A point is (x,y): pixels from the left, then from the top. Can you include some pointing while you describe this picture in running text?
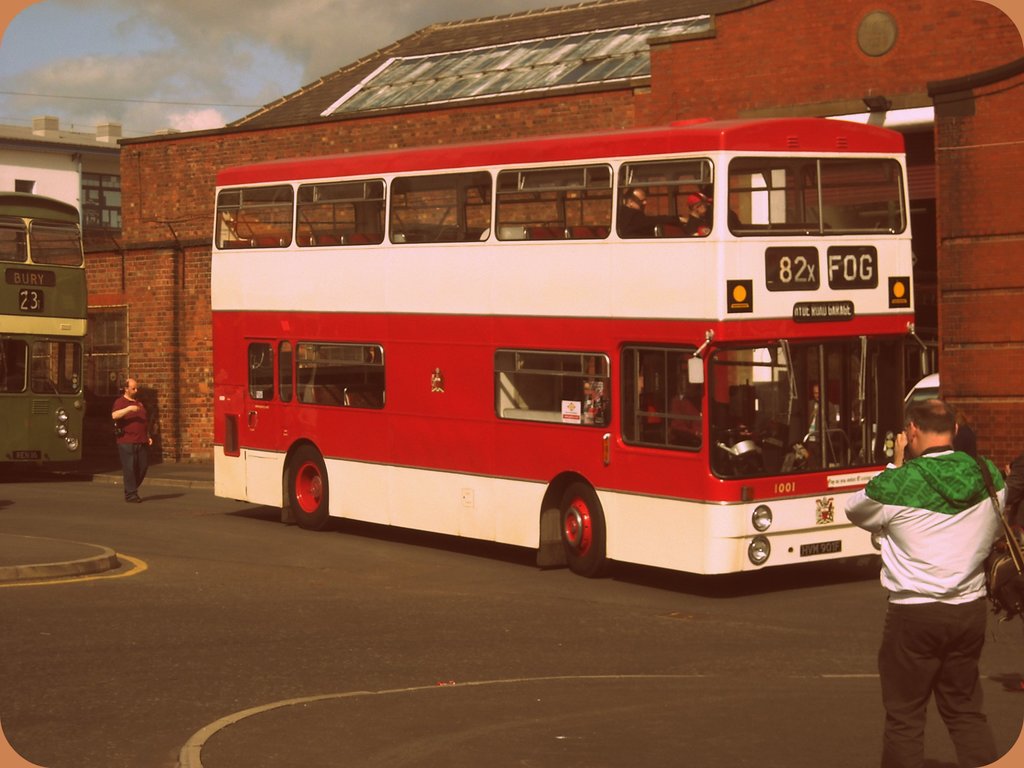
In this image there are double decker buses (729,462) riding where people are walking on the road (58,516) beside that there is a building (927,151).
